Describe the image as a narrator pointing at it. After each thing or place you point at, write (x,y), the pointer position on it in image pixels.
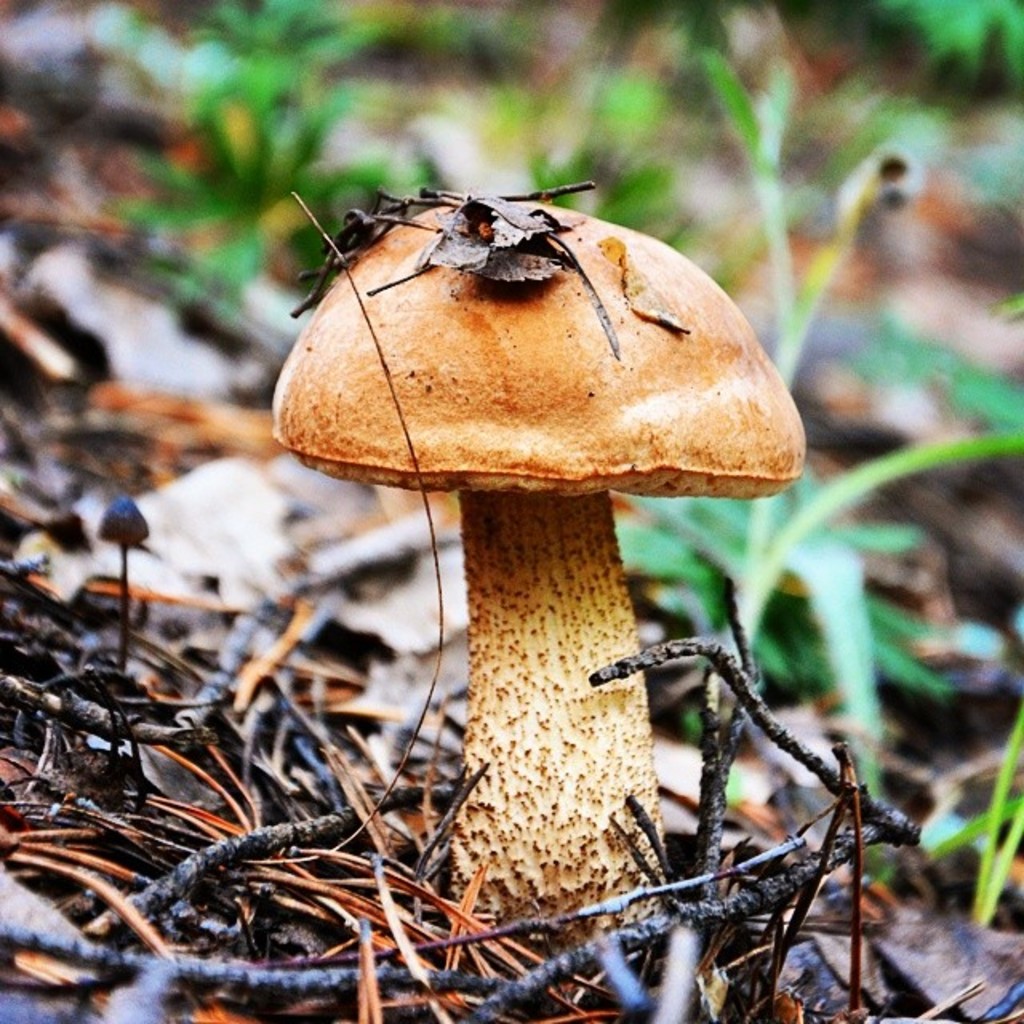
In the picture I can see mushroom (540,568) and in the background of the picture (829,163) there are some leaves (883,462) which are in green color.
